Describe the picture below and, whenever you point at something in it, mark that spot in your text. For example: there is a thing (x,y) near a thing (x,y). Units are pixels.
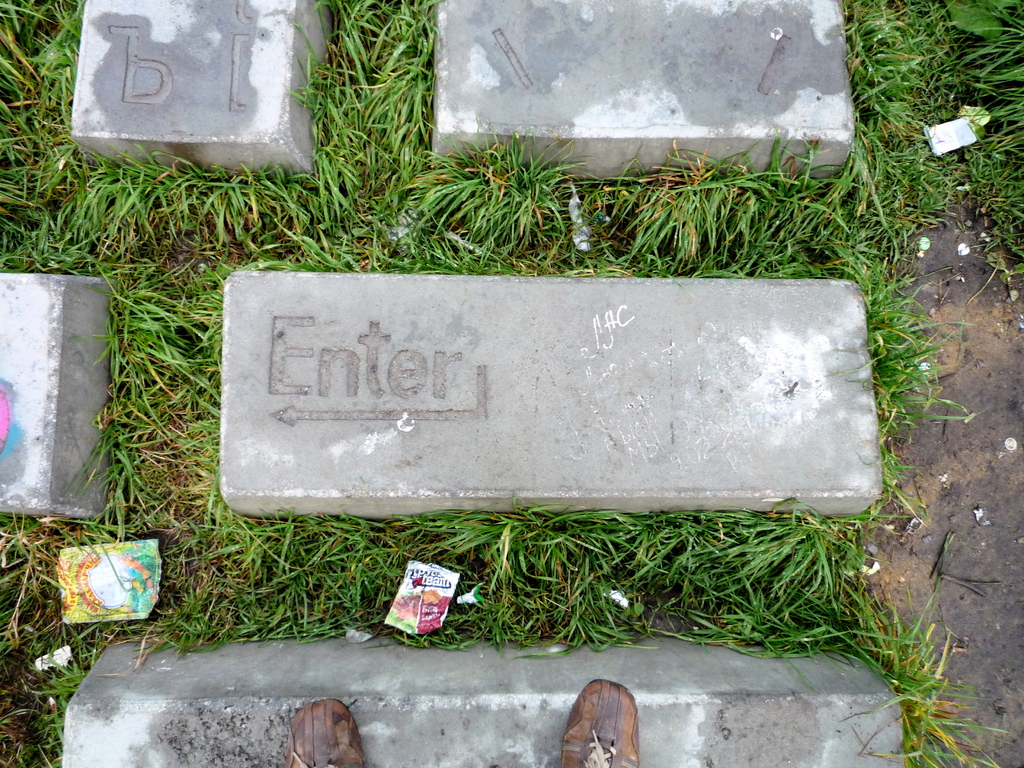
In this image we can see stones (561,367) on the ground (485,556) and wrappers (109,582).
